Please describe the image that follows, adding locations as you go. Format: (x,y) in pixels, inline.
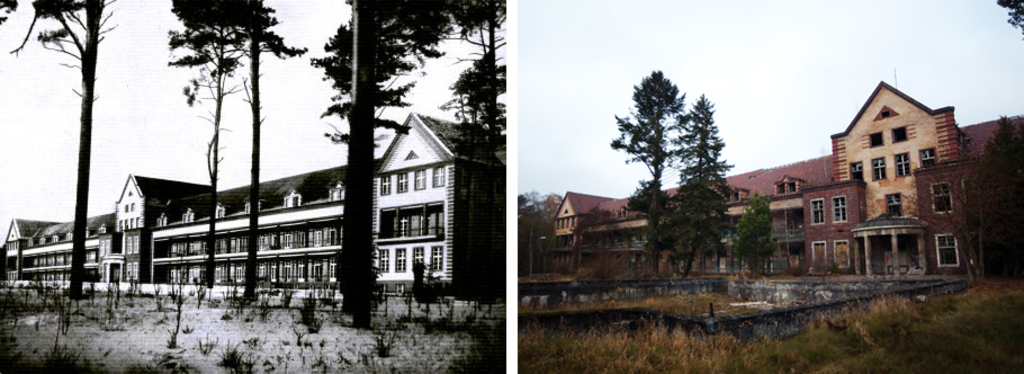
This is an image with collage. On the left side of the image (238,330) we can see a black and white picture of a building (160,280), trees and the sky (237,159). On the right side of the image (703,335) we can see the picture of a building (801,232) with windows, some plants (853,304), a group of trees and the sky (727,138) which looks cloudy.
